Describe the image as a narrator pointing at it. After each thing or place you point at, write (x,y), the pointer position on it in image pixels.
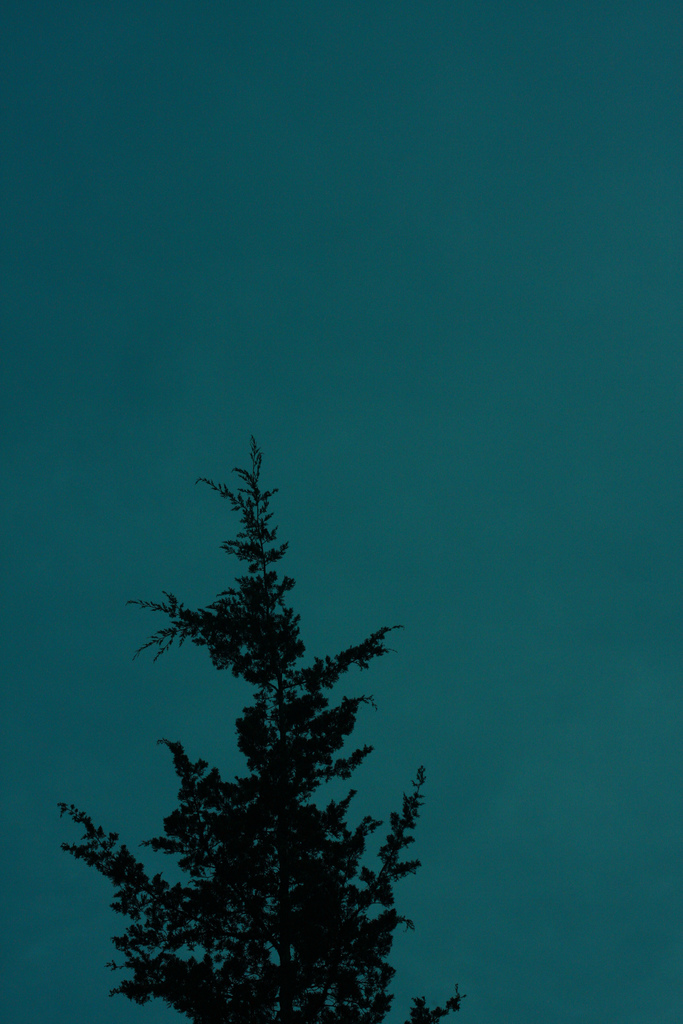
Here we can see a tree (264,739) and sky (349,402).
